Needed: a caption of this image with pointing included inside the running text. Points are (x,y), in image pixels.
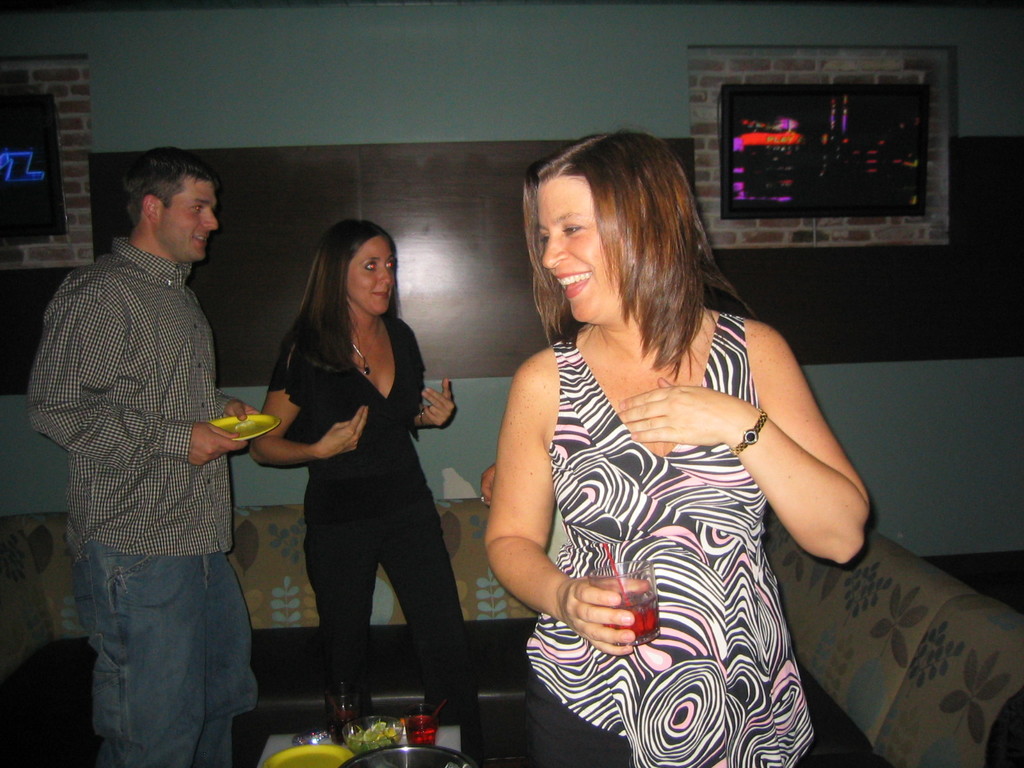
In this image we can see three persons (364,538) and among them two persons (112,454) are holding objects (272,416). Behind the persons (184,409) we can see a wall (804,315) and the couch (320,713). On the wall (804,315) we can see few objects (11,104). At the bottom (280,740) we can see few objects (315,758).
